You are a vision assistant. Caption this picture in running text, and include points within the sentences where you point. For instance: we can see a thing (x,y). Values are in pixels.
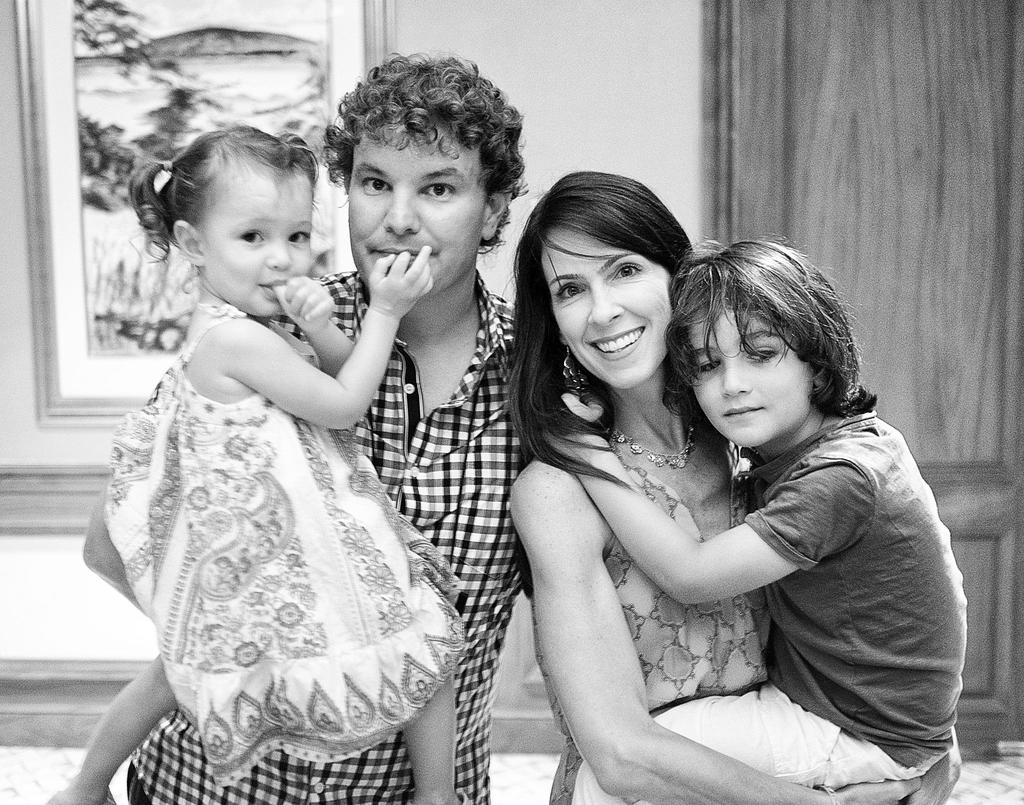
A man (437,160) is standing by holding a girl (288,433) in his hand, he wore a shirt (407,411) beside him a beautiful woman (711,500) is standing by holding a boy (878,587) in her hands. Behind them there is a wall (676,91).
